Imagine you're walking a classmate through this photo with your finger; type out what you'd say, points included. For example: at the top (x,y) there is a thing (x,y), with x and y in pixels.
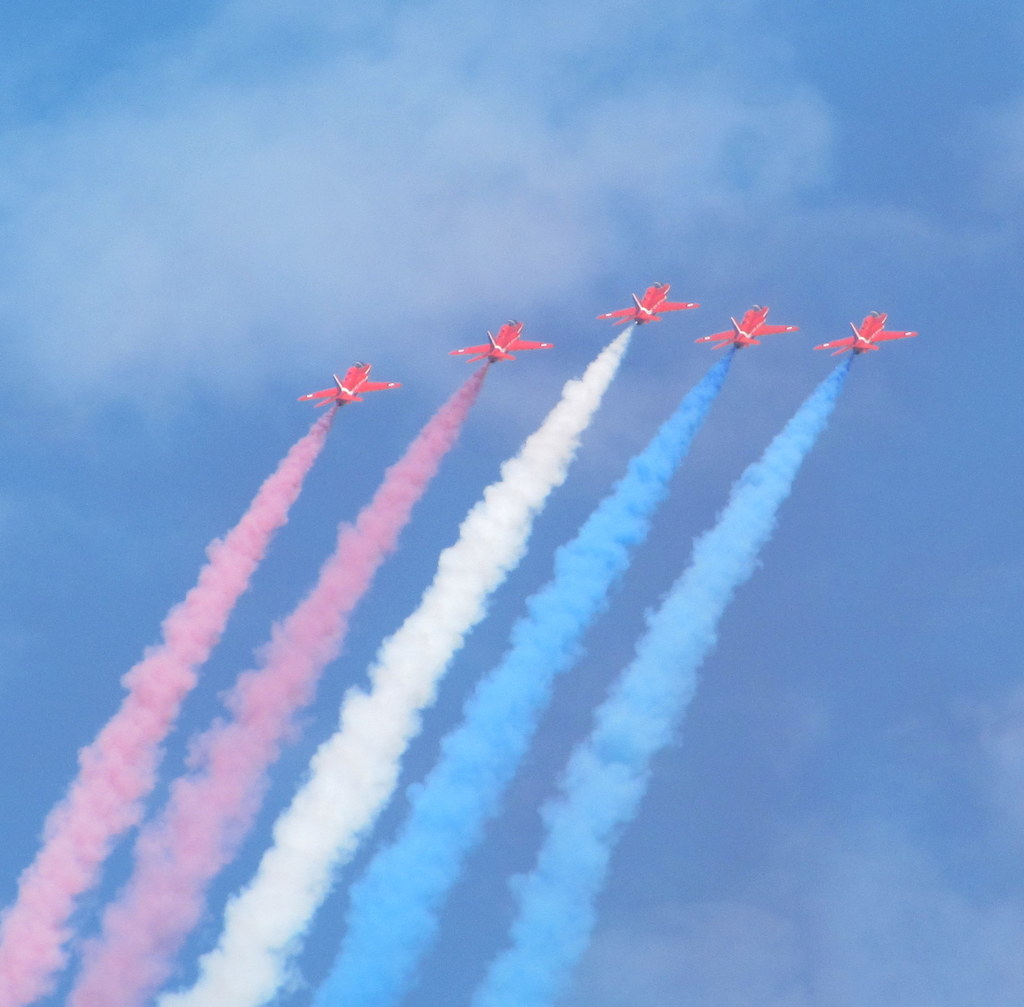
In this image I can see five aircrafts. I can also see smoke (296,468) in red, white and blue color. Background (182,207) I can see sky (277,218) in blue and white color.
